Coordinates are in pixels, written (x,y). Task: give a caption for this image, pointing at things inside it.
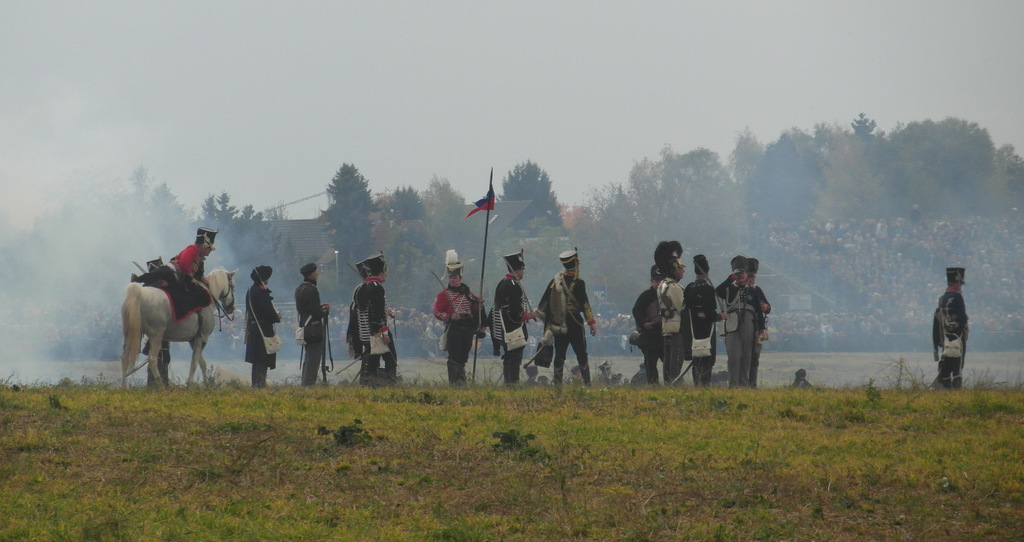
In this picture there are some persons (261,310) wearing army dress (691,329) and standing in the ground (369,437). Behind we can see a man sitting on the white horse (145,302). Behind there are some trees (769,191).
